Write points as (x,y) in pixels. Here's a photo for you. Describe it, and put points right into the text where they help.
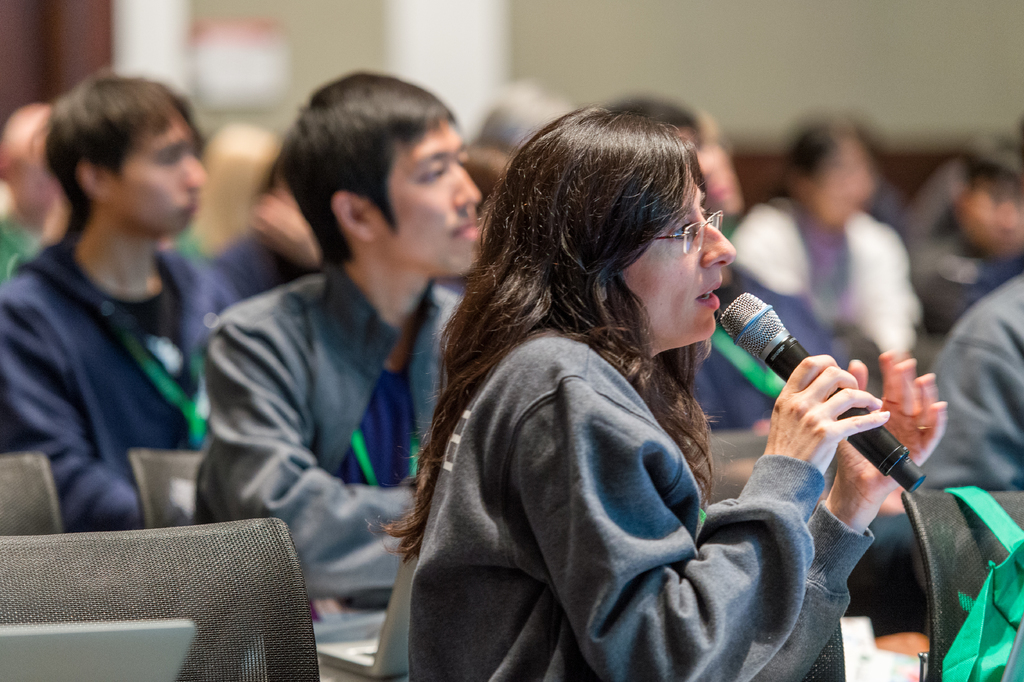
A woman (591,388) is holding a mic (737,324), wearing specs (693,239) and is talking. In the background (425,201) there are many persons (364,206) sitting. There are many chairs (214,537).
